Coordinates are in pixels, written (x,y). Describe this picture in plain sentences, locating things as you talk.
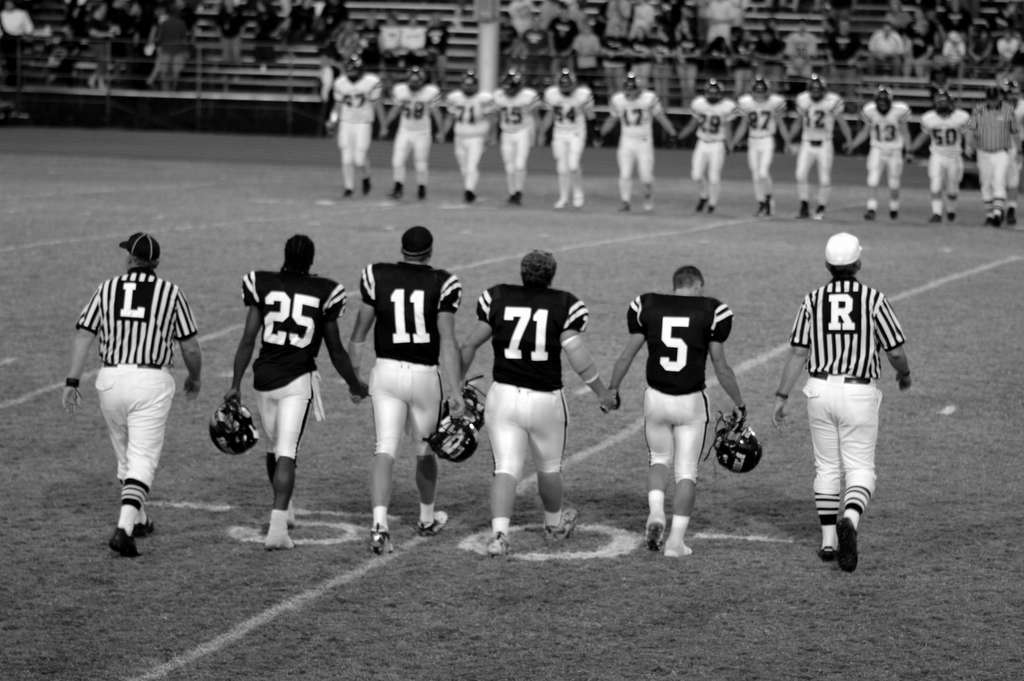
This is a black and white image. In the foreground of the image (328,372) there are people (516,434) walking. In the background of the image (469,168) there are people (349,188) wearing helmets (350,60). At the bottom of the image (427,627) there is grass (381,564). In the background of the image (339,6) there are people (677,43) sitting in stands (867,46). There is a fencing (849,77).
